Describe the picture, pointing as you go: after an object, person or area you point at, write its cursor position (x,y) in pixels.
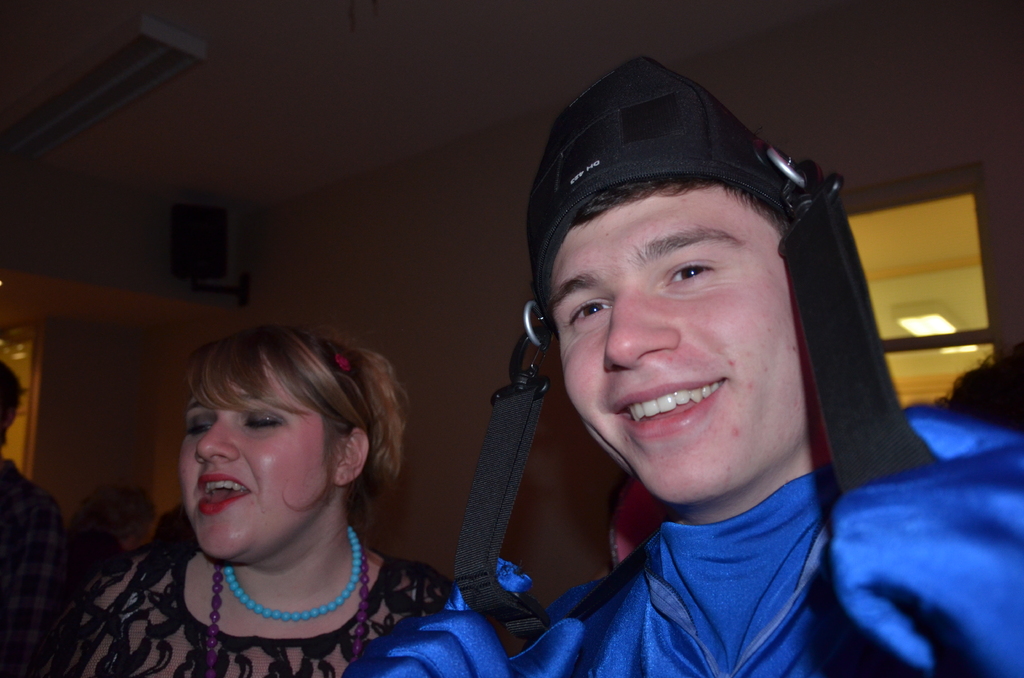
In this picture I can observe man (617,425) and woman (267,528) in the middle of the picture (643,233). Man (643,449) is smiling. In the background (492,273) I can observe wall (297,242).
